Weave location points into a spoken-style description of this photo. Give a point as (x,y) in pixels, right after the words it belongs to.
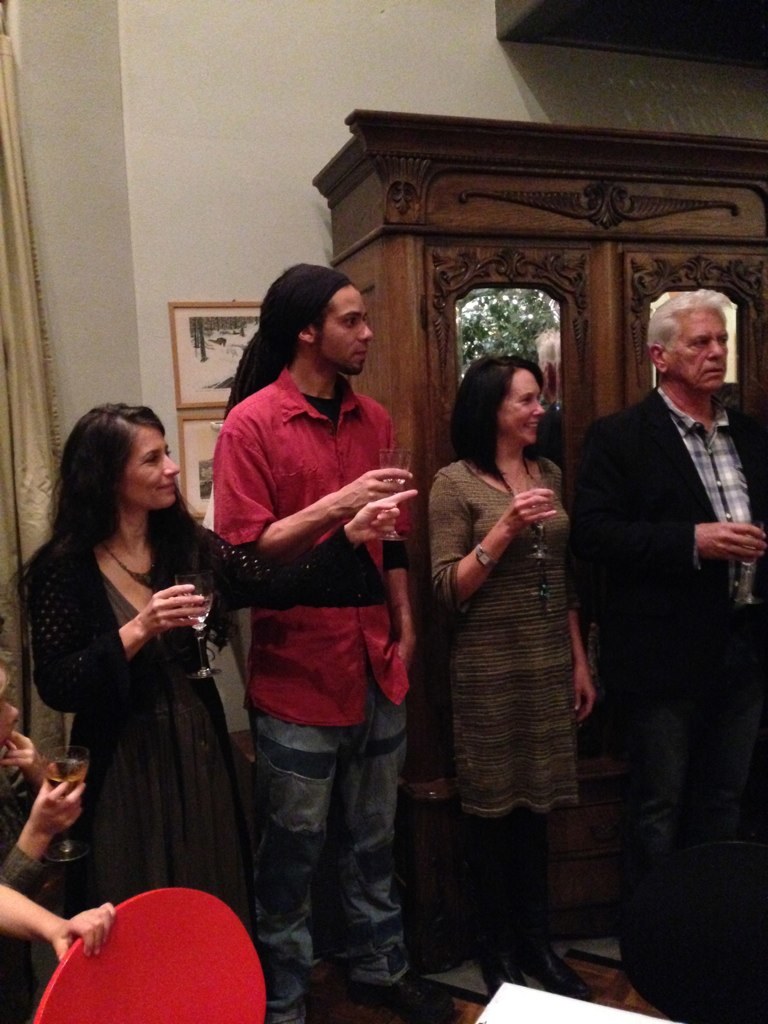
In the image there were some people (149,689), coming to the right corner (704,563) one man (700,580) is standing with holding wine glass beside him the woman (529,574) she is also holding the wine glass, and she was laughing we can see on her face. And coming to the left corner (148,670) there was a woman (158,652) she is also holding a glass (195,613). Beside her there is a man (284,485) he was just watching what is going there and coming to the bottom of the left there is a person (17,812) he is also holding glass (65,801) with wine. And beside him we can see some person hand (61,928) he is holding chair (175,955). these persons (365,504) were surrounding with full of objects (180,316). Coming to the background (196,166) there was a wall (202,162) and here the dressing table (578,256) with the photo frame (189,429) and left corner (43,397) there was a curtain (21,388).
